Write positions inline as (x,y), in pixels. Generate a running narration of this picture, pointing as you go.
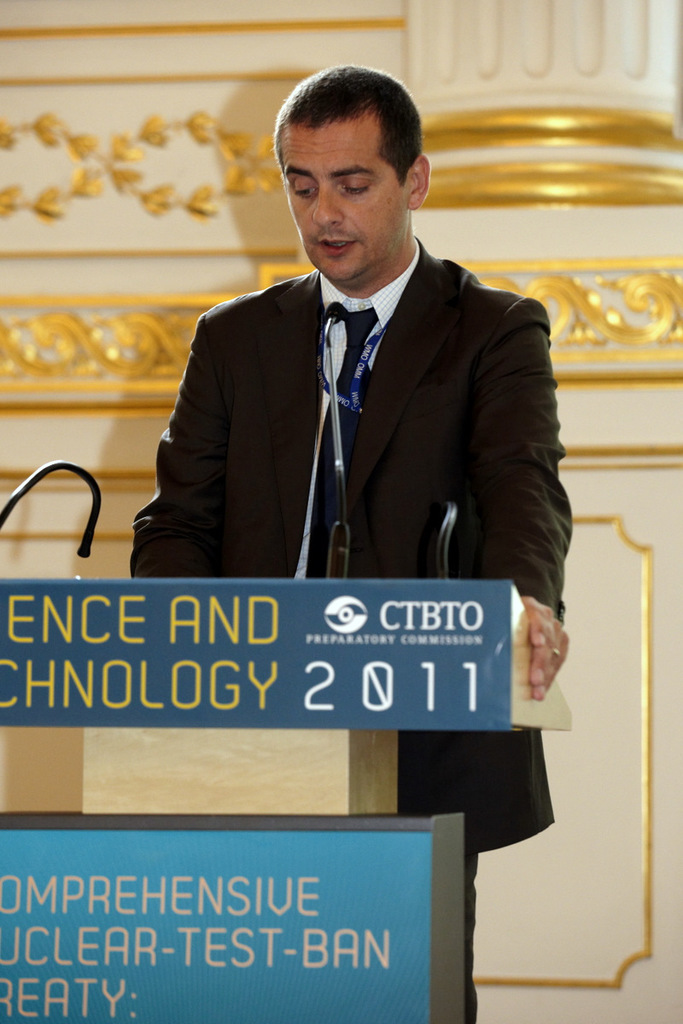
In this picture there is a man (505,450) who is wearing suit (412,421). He is standing near to the speech desk (353,728). On the desk (389,617) we can see the mics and posters (246,914). In the back (648,492) we can see the pillar (642,229) and wall (91,239).
